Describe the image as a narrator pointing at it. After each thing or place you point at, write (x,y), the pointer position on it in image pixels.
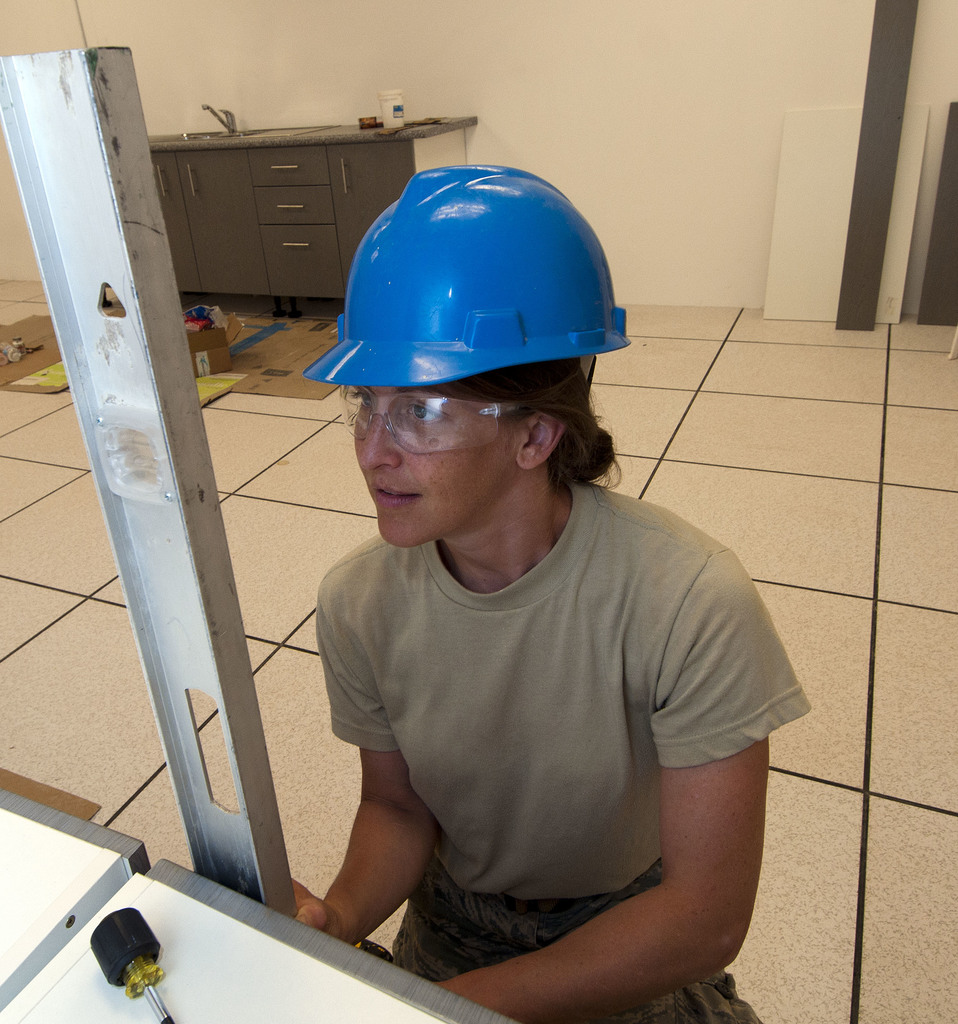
In the middle of the image (494,601) we can see a woman (446,510), she is sitting, in front of her we can see a metal rod (178,524) and an object (164,966) on the table (292,961), in the background (382,119) we can see cardboard (258,331), a tap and a bottle (395,121) on the countertop (290,141).
